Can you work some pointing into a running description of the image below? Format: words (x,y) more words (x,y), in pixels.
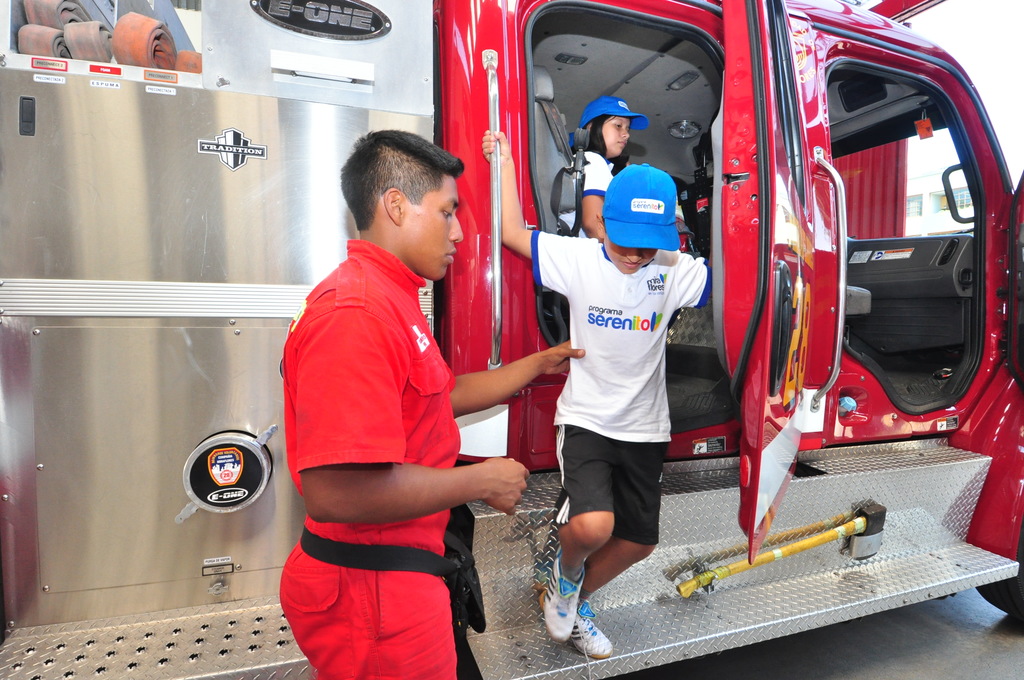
In this picture there is a fire truck (557,205) from which a little boy (606,205) is getting down and an other (310,502) in front of him is holding him and there is an other child (594,173) in the fire truck (227,480).
